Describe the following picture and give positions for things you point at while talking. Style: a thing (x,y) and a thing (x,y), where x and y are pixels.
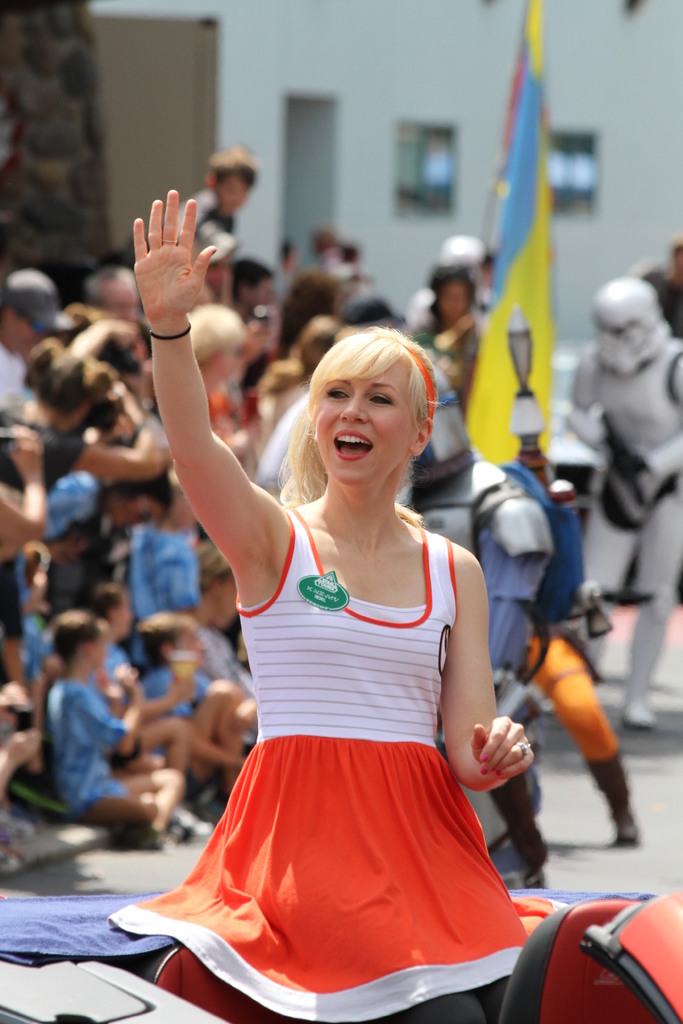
Here we can see a woman (471,872), she is smiling and in the background (441,493) we can see a group of people (535,603).
